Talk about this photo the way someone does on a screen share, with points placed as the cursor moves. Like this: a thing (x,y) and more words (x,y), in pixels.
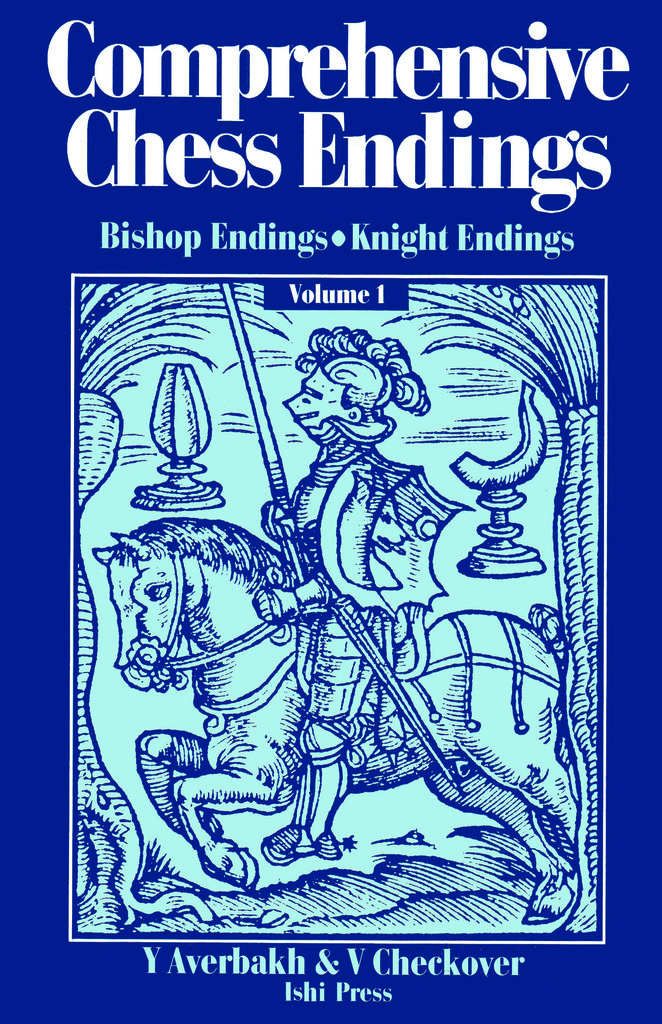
It is a cover page (336,753) of a book (306,786) with picture (268,407) and some text (386,232) on it.
